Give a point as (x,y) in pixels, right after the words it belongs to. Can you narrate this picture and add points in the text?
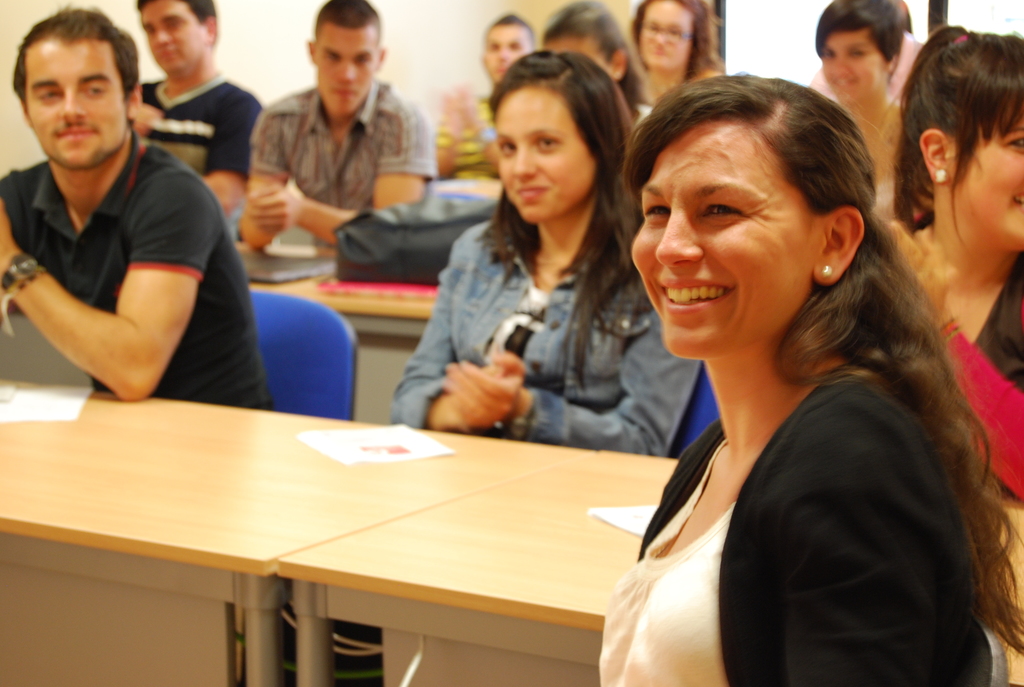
In this image the many persons (211,264) they are sitting on the chair (291,303) and they are laughing each other and in front of the table (281,445) there are some papers (365,450) are there and some bag (383,270) is there and the background is white.
